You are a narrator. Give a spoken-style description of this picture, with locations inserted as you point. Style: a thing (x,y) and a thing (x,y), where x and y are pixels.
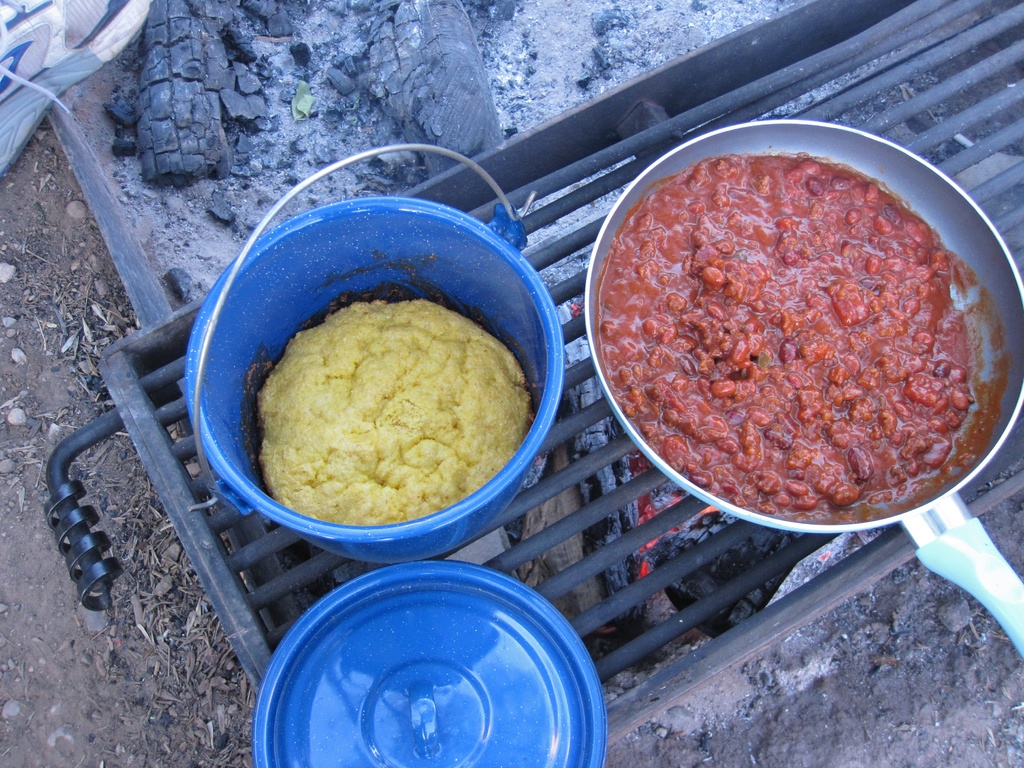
In this picture we can see a pan (910,518), a bowl (447,510) and a cap (533,646) present on grilles (600,609), we can see some food (768,373) in this pan (693,332) and bowl (422,349), at the bottom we can see ash (282,128) and some stones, we can see a shoe (43,76) at the left top of the picture (43,76).
